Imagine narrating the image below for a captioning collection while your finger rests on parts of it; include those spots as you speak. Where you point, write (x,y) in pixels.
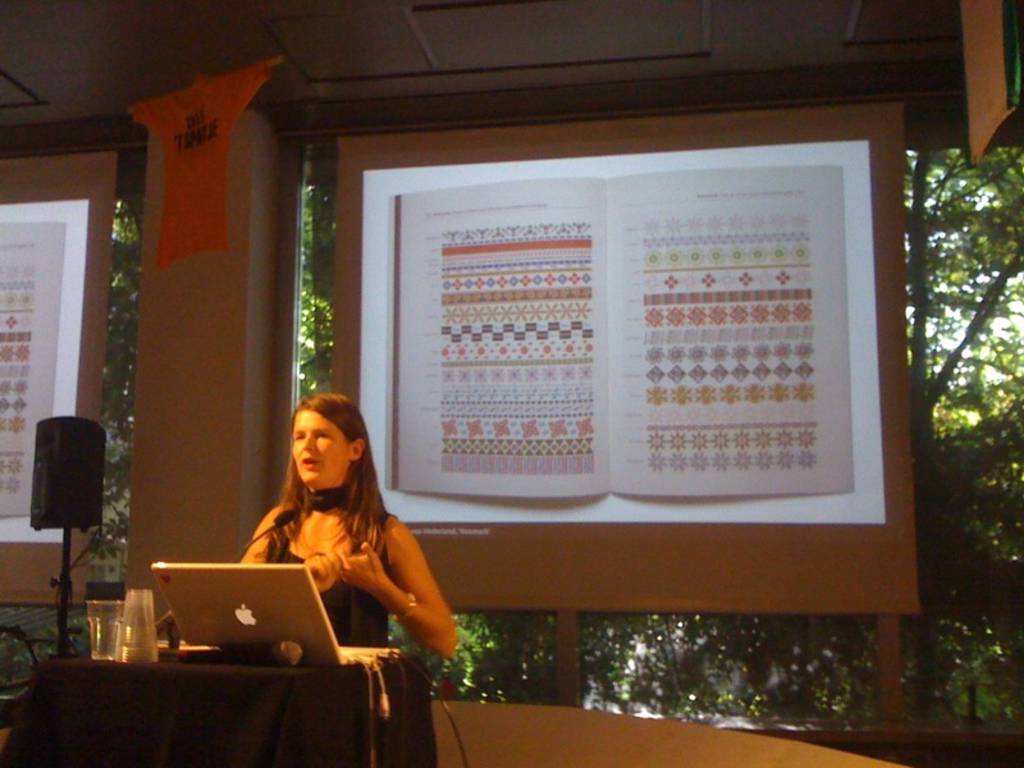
In this picture there is a lady (359,549) who is standing on the stage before a table (240,749), there is a glass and laptop (252,583) on the table (231,739), there is a speaker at the left side of the image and there is a projector screen (851,206) on the center of the image (427,496) with a printed book (496,430).
